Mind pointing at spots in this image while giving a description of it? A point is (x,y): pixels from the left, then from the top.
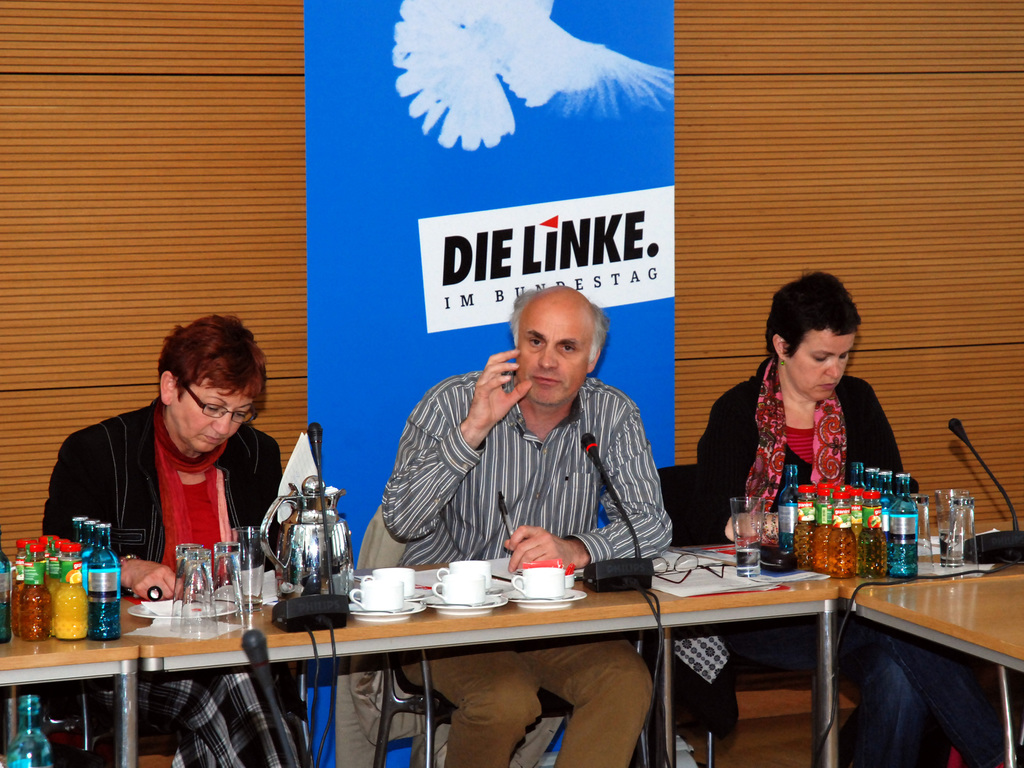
These persons (233,527) are sitting on a chair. On this table (364,570) there are bottles (859,533), mic (594,451), jar (332,526), cups (381,581), papers (697,580), spectacles (680,567) and glasses (215,575). Backside of this person (477,384) there is a banner (433,289) in blue color.
